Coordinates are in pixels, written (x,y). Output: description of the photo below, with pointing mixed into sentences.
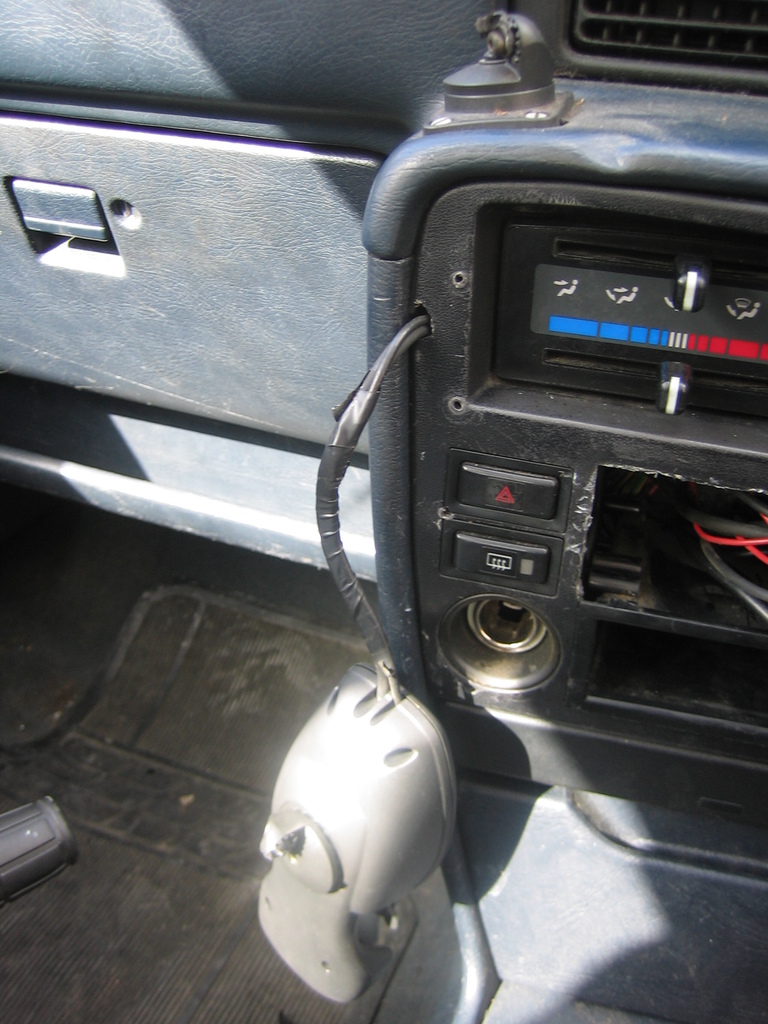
In this picture there is a inside view of the car (528,250). In the front (585,272) there is a air conditioner unit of the car (128,282). Beside there is a grey glove box (149,378) and in the bottom side (128,933) there is a black mat (128,933).
